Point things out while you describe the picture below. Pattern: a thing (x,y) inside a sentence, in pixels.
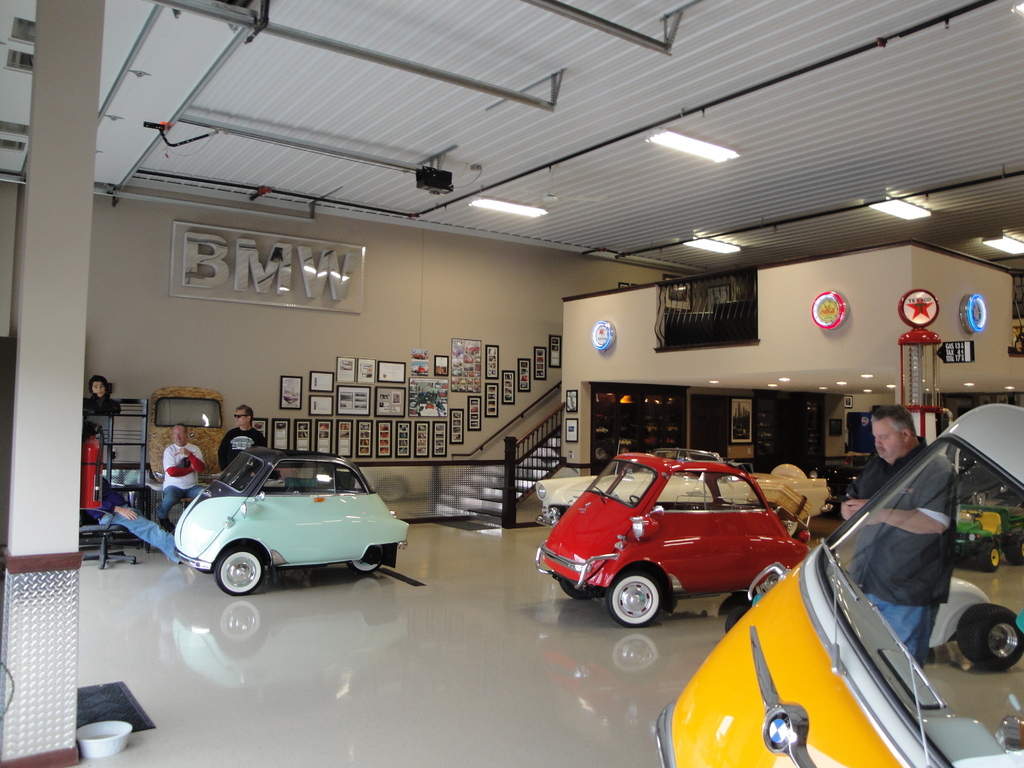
In this image it looks like it is a showroom (316,421) in which there are small cars (668,578) on the floor (556,675). There are photo frames (419,357) to the wall (411,324). At the top (501,79) there is ceiling (594,183) with the lights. On the left side (190,440) there are three people (180,464) and two are sitting in the chairs (104,539) near the car (218,525). On the left side (44,264) there is a pillar (44,306). There are logos (842,310) to the wall (807,347).
